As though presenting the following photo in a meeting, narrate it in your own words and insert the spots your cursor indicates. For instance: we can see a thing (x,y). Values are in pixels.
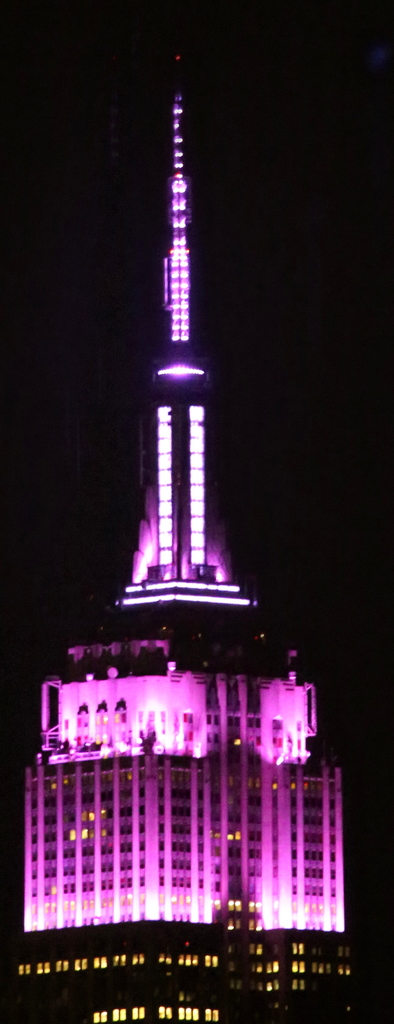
In this picture I can observe a building (175,694). There is a tower (178,519) on the building (141,806). I can observe yellow and violet color light (149,801). The background (68,169) is completely dark.
